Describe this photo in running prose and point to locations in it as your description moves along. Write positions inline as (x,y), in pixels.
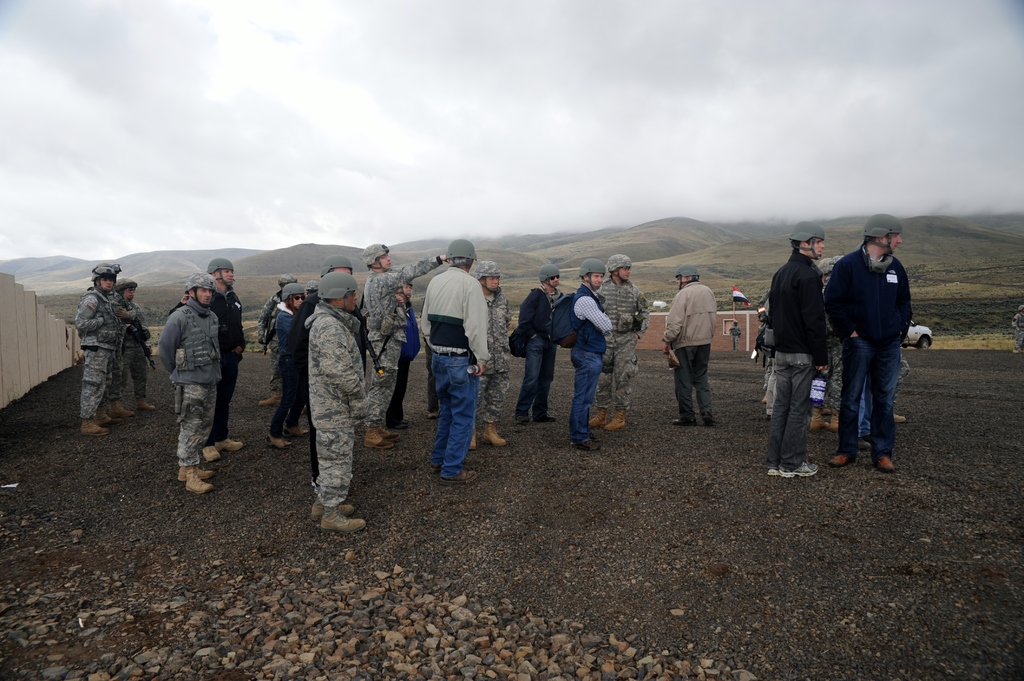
In this image we can see a few people (348,491) standing on the ground (447,563), there are some stones (424,581), mountains (724,251), flag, vehicle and the wall (48,361), in the background (249,78) we can see the sky (729,37) with clouds (728,50).
